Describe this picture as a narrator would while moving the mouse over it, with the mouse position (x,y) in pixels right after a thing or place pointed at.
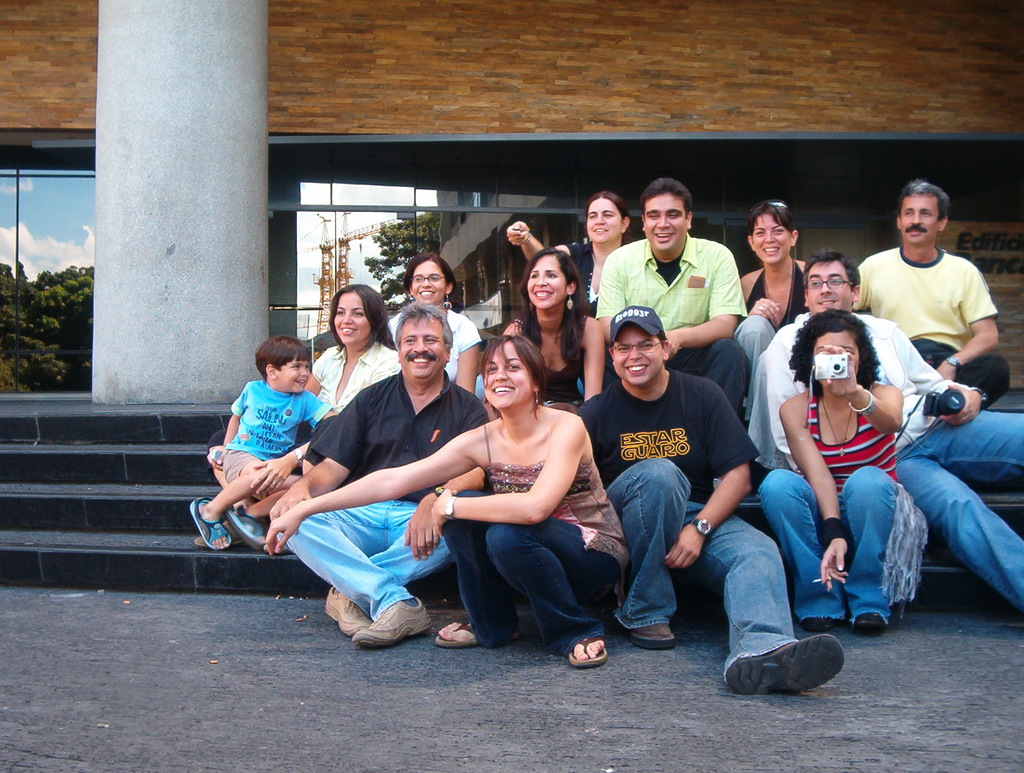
In this image we can see a group of people (800,349) sitting on staircase (182,506). One person (641,417) is wearing a black shirt (655,413) and, spectacles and cap (653,327). One woman (853,369) is holding a camera (834,368) in her hand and In the background (951,199), we can see a pole (259,248) and building (469,207).
